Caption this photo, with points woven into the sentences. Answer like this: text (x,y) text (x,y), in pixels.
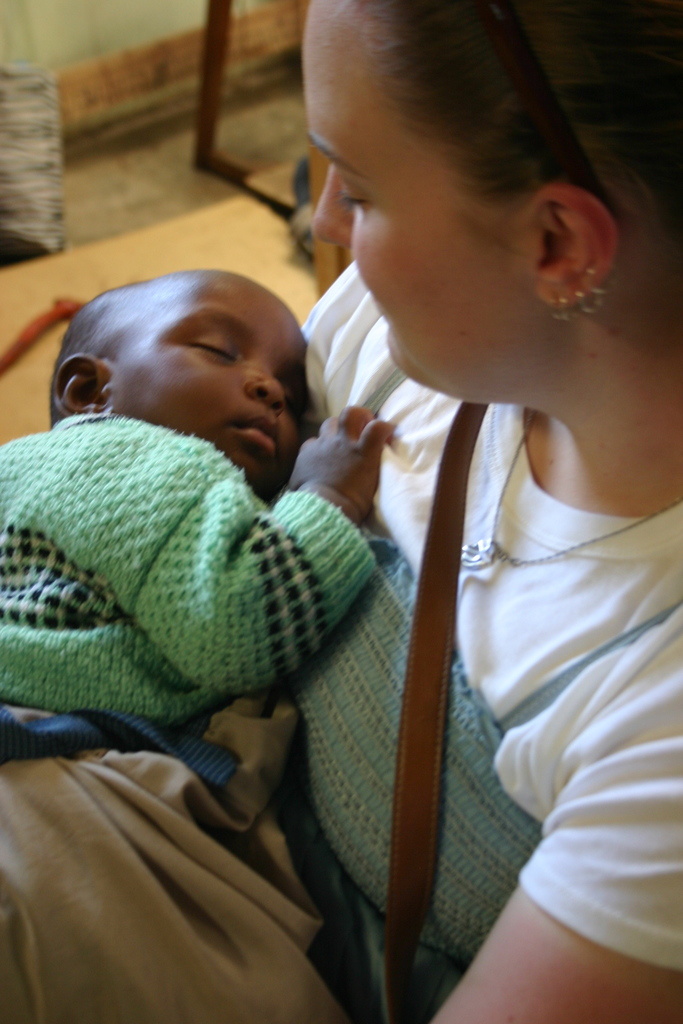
In this image we can see two persons (290,721). A baby (227,628) is sleeping in the image. There are few objects (249,198) on the floor (77,236).
